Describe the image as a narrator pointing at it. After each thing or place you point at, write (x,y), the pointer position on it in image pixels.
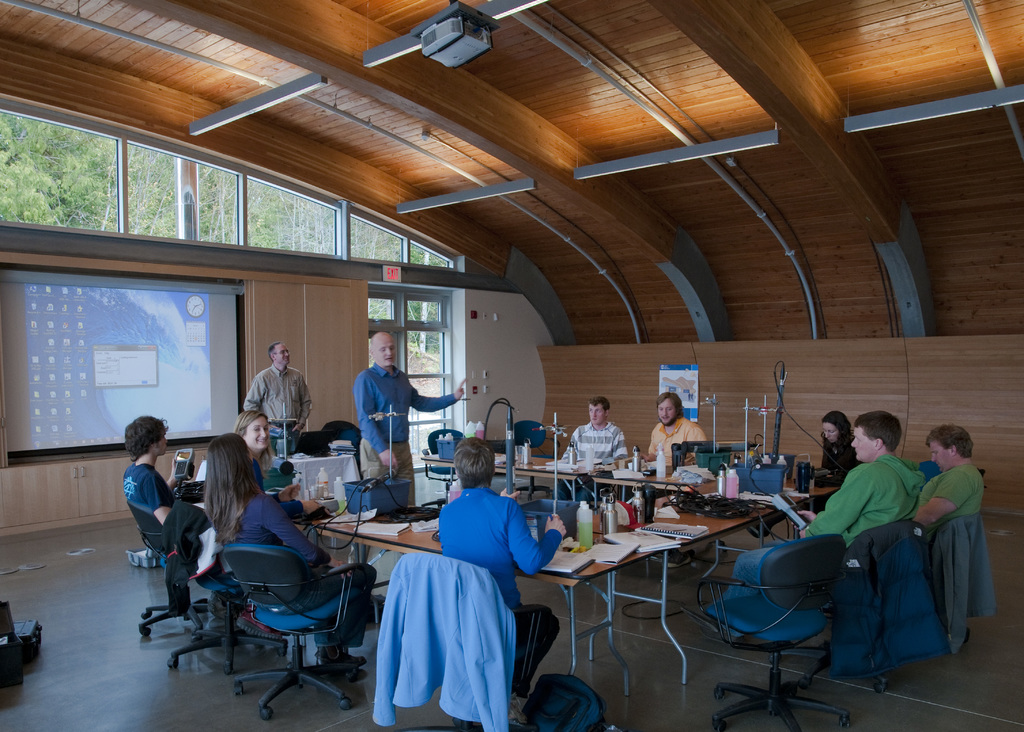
This is a picture taken in a classroom (698,343), there are a group of people (834,506) who are sitting on chairs (828,551), on chairs (431,626) the jackets (449,623) are hanging. In front of this people (502,546) there are table (612,576) on the table (715,518) there are books (608,553), bottle (588,543) and some instruments (756,447). Background of this people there is a screen (114,368) and a glass (56,179), through glass (49,175) we can see a trees (79,182). On top of this people (476,464) there is a roof (321,51), wooden roof (310,40) and projector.
